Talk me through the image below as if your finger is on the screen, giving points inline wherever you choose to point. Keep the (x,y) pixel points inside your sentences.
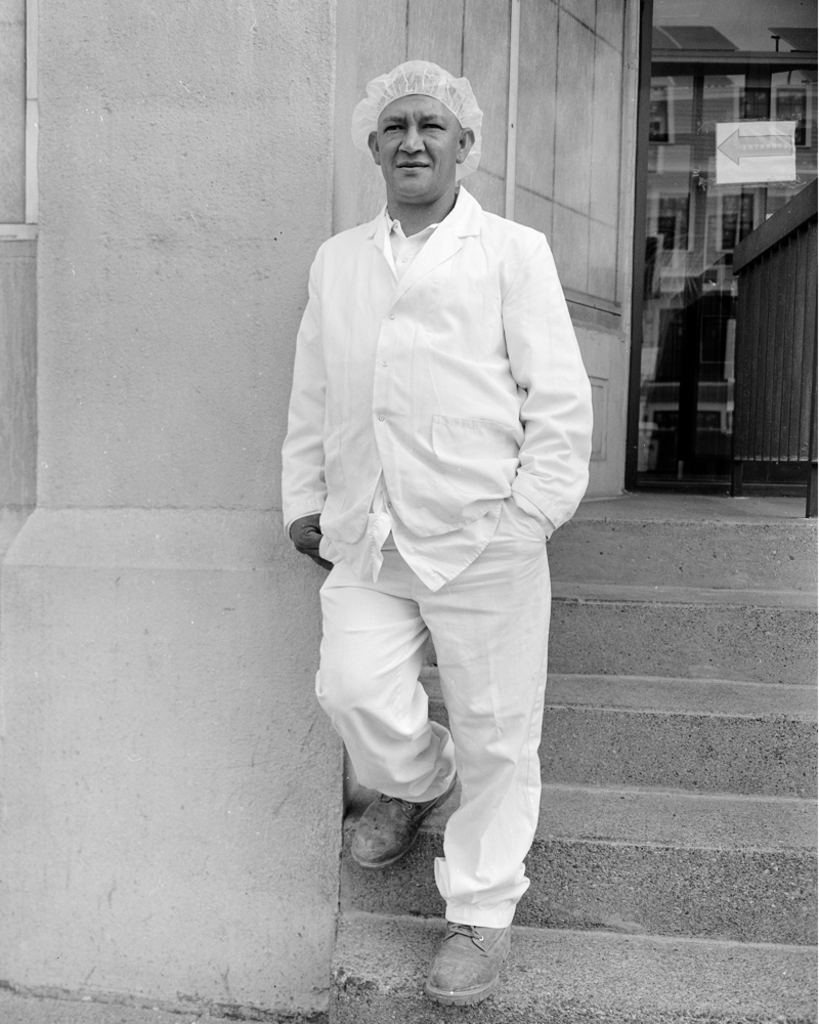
In the middle of the image (501,605) a man (528,777) is standing and smiling. Behind him there is wall (432,24).
